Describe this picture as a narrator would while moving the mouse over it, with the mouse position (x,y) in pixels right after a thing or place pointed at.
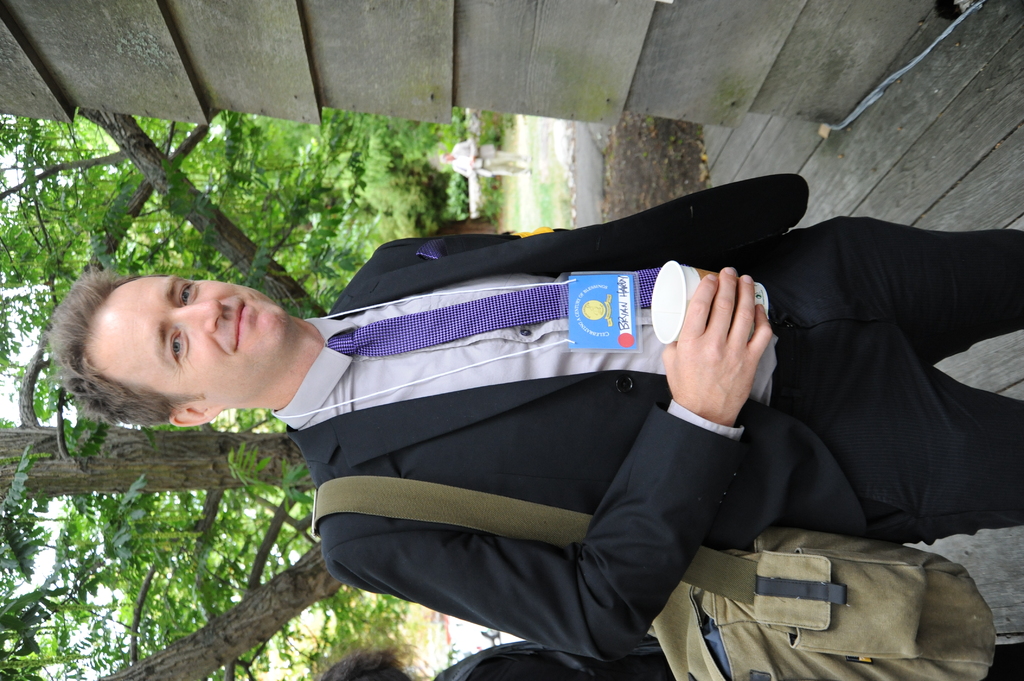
In this image we can see a man (303,360) standing and holding disposable tumbler (682,318) in the hands (700,375). In the background (515,173) there are persons (515,173) standing on the ground (504,179), trees (346,174), buildings (347,99) and sky (103,542).
